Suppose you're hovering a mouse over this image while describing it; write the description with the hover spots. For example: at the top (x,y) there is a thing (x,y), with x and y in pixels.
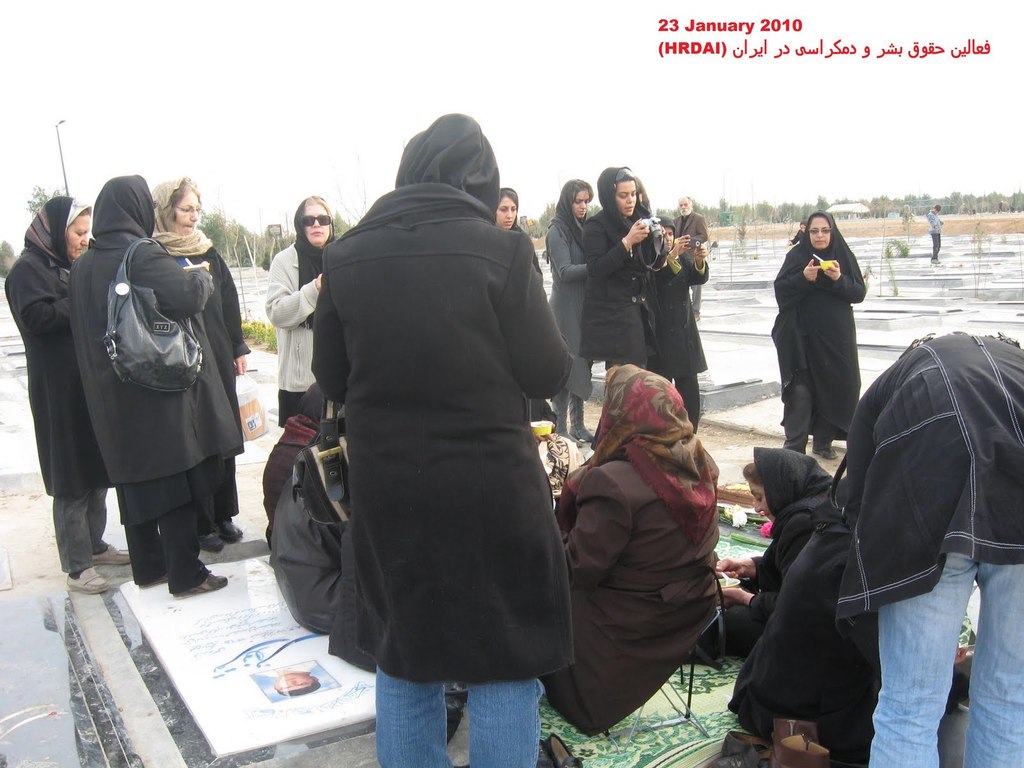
In this image there are persons (418,319) standing, there are persons (689,533) sitting on the mat (710,694), there are two persons (394,727) truncated towards the bottom of the image (410,710), there are persons (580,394) holding an object (150,360), there is a person (853,443) truncated towards the right of the image (978,545), there are plants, there are trees (797,210) truncated towards the right of the image (951,202), there is a board (278,664) on the ground (130,686), there is an image (285,677) on the board (288,656), there is text (765,27), the background of the image (954,79) is white in color.
